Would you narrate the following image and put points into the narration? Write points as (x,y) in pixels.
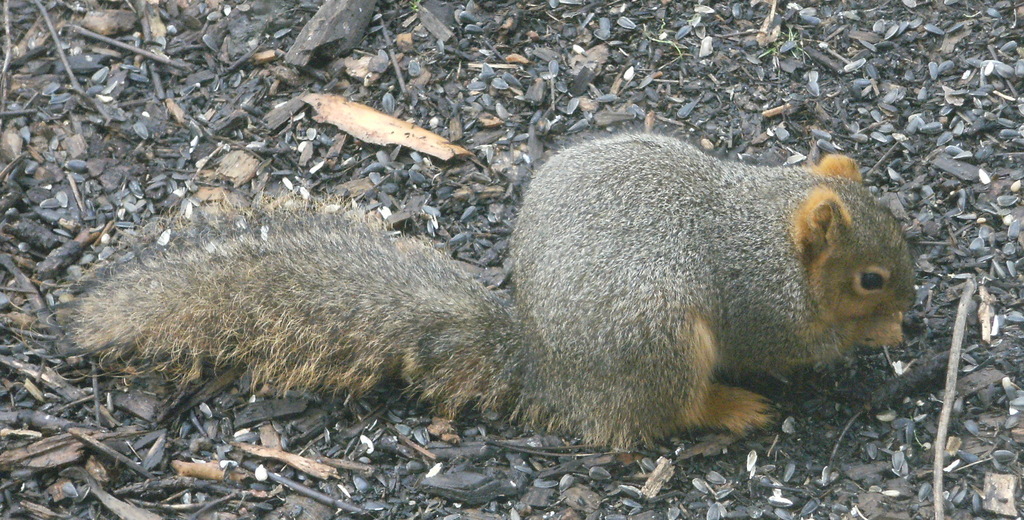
In this picture we can see squirrel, seeds (442,201) and wooden objects (332,36).
